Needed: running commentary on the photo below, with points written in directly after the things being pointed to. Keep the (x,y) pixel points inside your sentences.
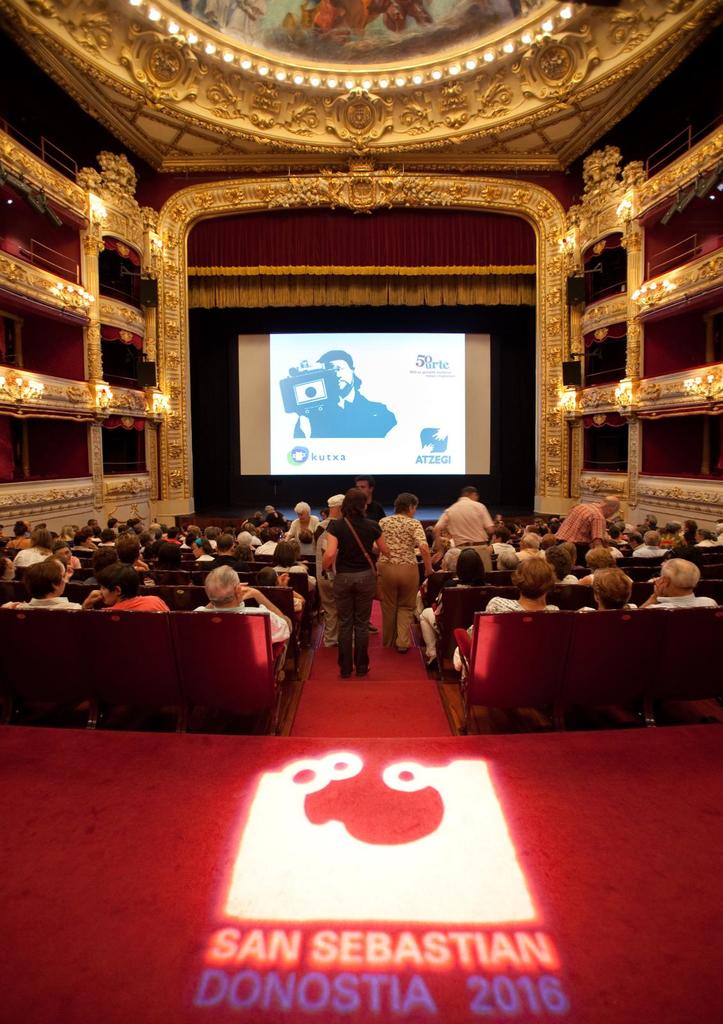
This is an inside view of a hall (63,463). In this image I can see many people (204,538) are sitting facing towards the back side (210,582). In the background (250,455) there is a screen (275,360). Few people (409,544) are standing on the floor (366,708). At the bottom (96,842), I can see a red color mat (561,805).
